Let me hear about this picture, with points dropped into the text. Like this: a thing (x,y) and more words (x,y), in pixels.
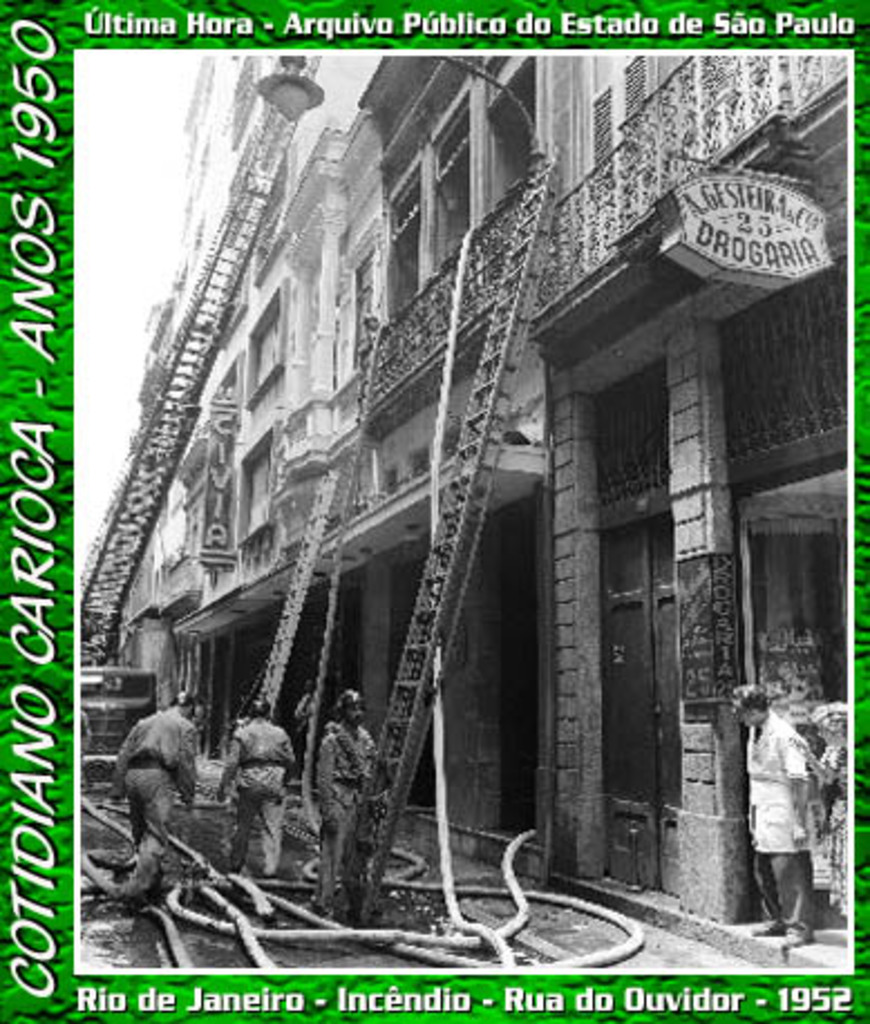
In this image we can see a poster (292,479). In the poster (538,590) we can see a building (339,272). Beside the building (646,759) we can see persons (237,858), pipes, ladders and a vehicle (143,699). On the building (667,855) we can see a board (716,223) with text (716,223). At the top (428,20) and bottom we can see the text (191,32). On the left side (25,440), we can see the text (15,493).
